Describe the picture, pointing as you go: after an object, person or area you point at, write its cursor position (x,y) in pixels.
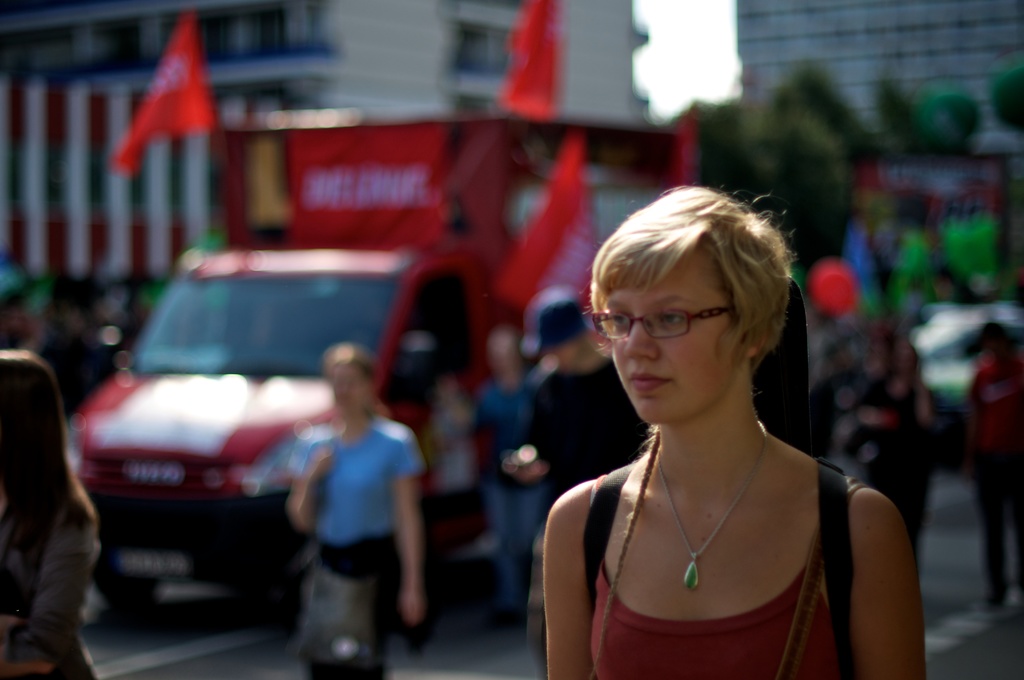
In this image I can see people (561,459). There are vehicles (471,212), trees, buildings (744,49), flags (130,150) and there is sky (701,67).
